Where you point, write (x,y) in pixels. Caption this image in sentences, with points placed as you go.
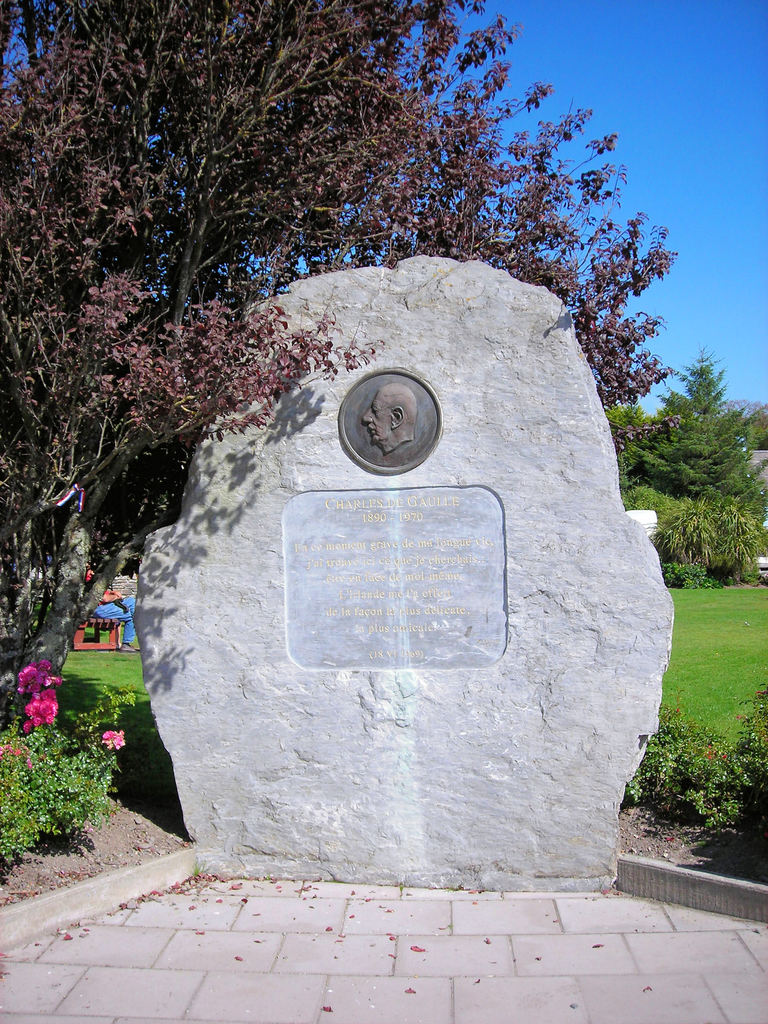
In this picture we can observe a memorial stone (337,733). There are some plants (709,730) and grass (689,664) on the ground (683,683). In the background (333,166) there are trees (376,216) and a sky (611,187).
